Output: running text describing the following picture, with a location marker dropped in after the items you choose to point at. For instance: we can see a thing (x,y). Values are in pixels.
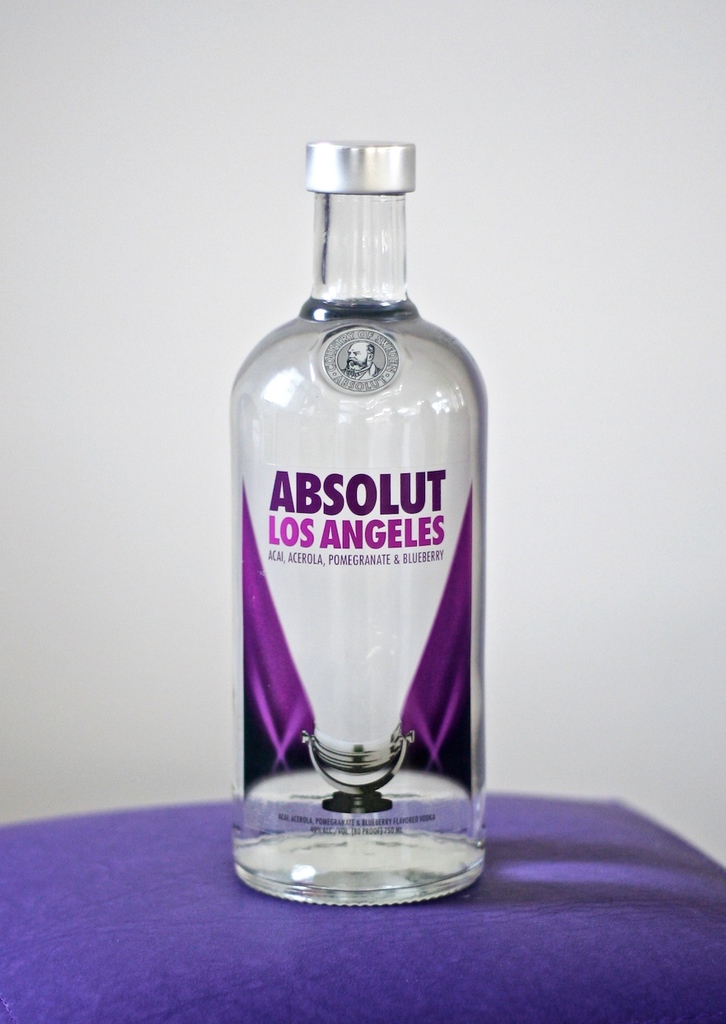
In the center of the image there is a beverage (402,827) placed on the table (391,916). In the background (374,97) there is a wall (241,112).
